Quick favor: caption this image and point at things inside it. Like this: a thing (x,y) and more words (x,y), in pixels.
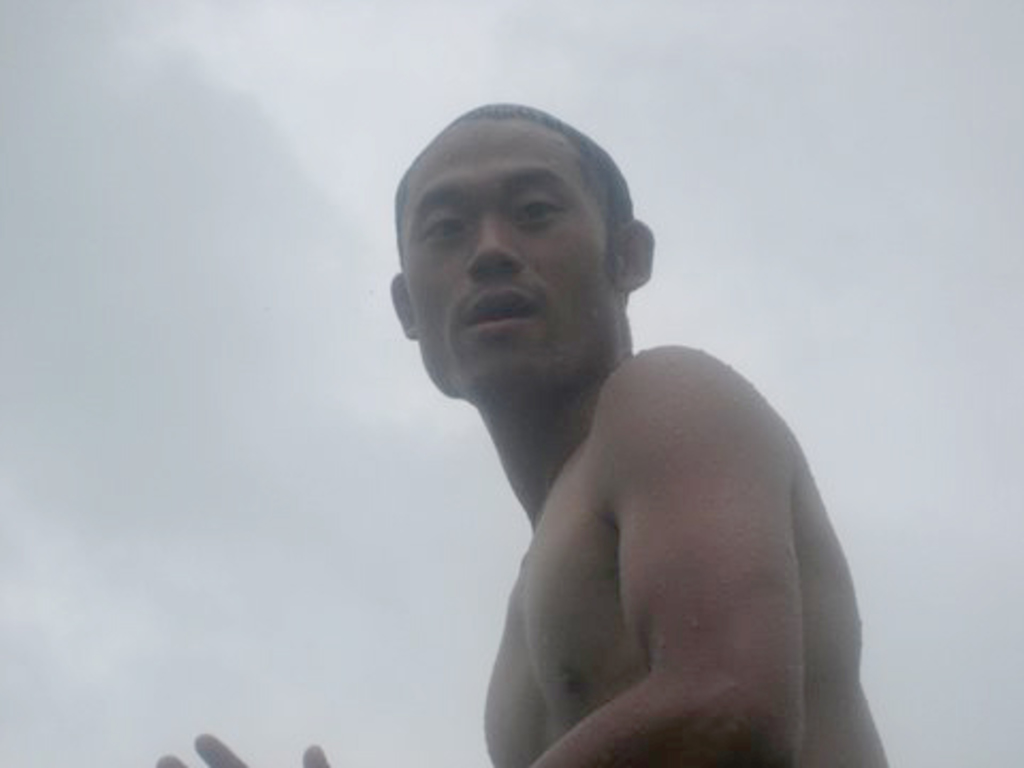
This image is taken outdoors. In the background (226,558) there is a sky (259,206) with clouds (933,166). In the middle of the image (550,379) there is a man (681,652).
